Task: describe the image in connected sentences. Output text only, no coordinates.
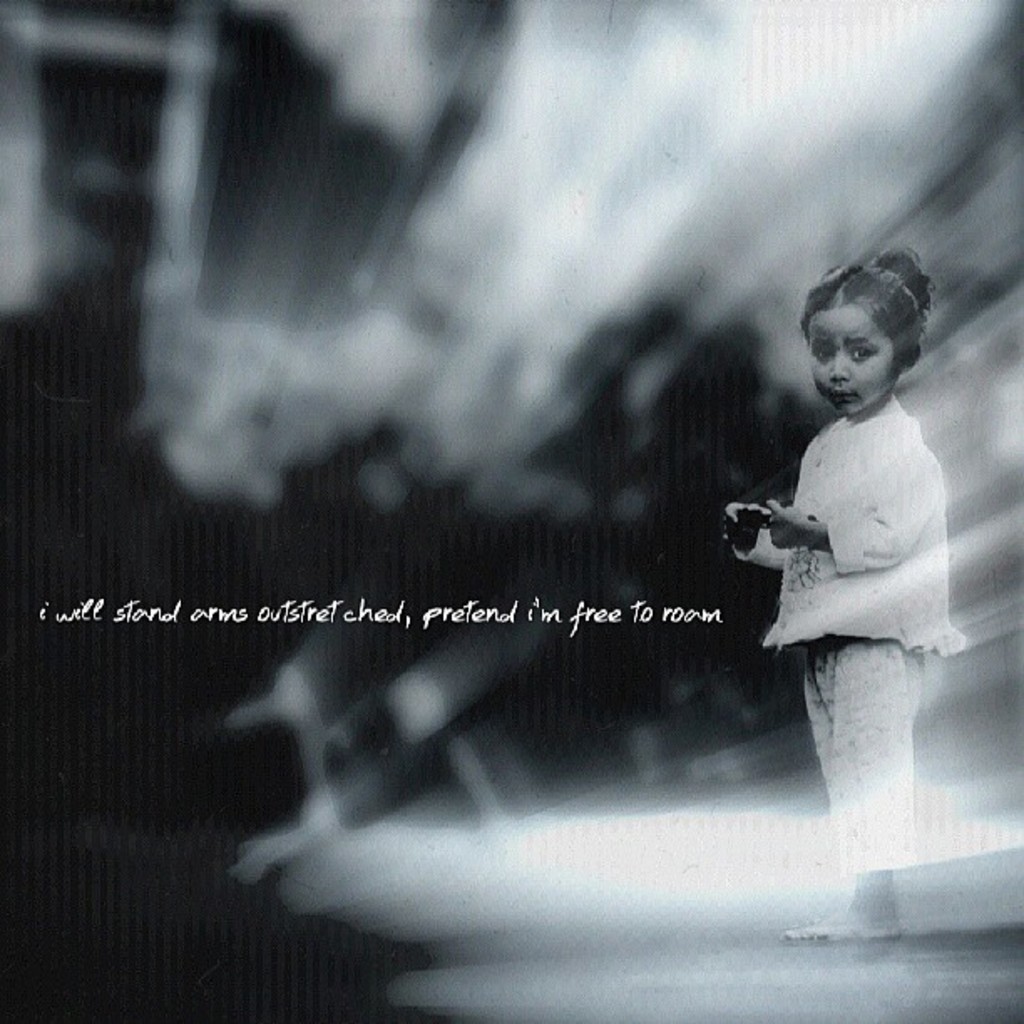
I see this is a black and white image and I see a girl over here and I see few words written over here.
